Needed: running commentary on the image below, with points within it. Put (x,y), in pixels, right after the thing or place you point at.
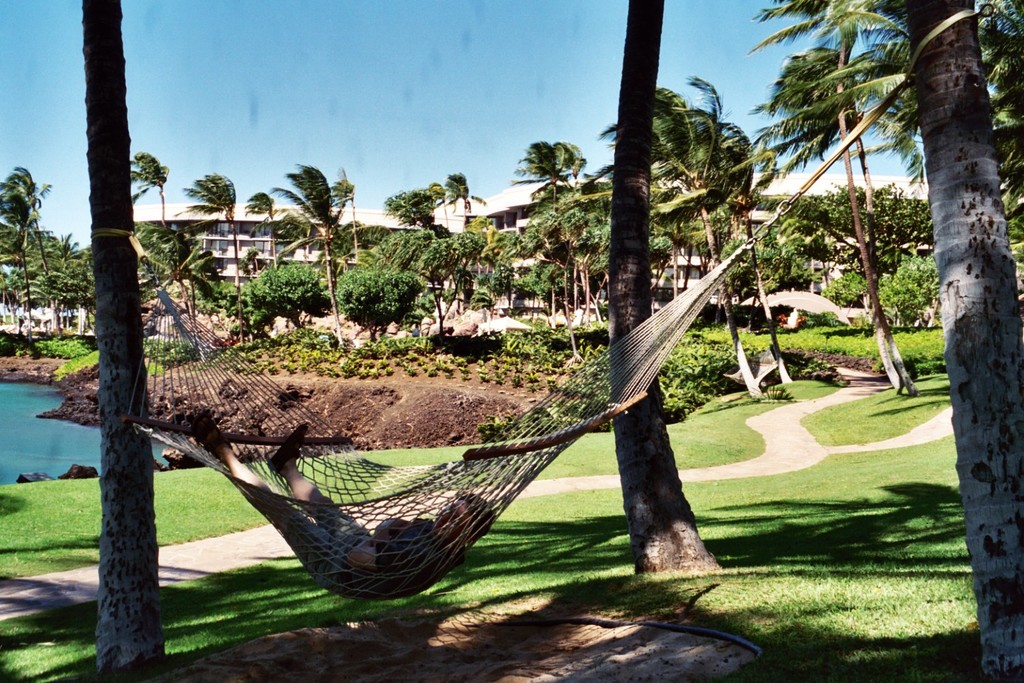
In the image in the center (573,415) we can see trees (113,292), grass (805,516) and swing (431,478). On the swing (374,587), we can see one person (480,506) lying. In the background (609,40) we can see trees (667,214), sky (544,46), buildings (487,210), roof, wall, plants (505,359), grass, water (28,405) etc.
